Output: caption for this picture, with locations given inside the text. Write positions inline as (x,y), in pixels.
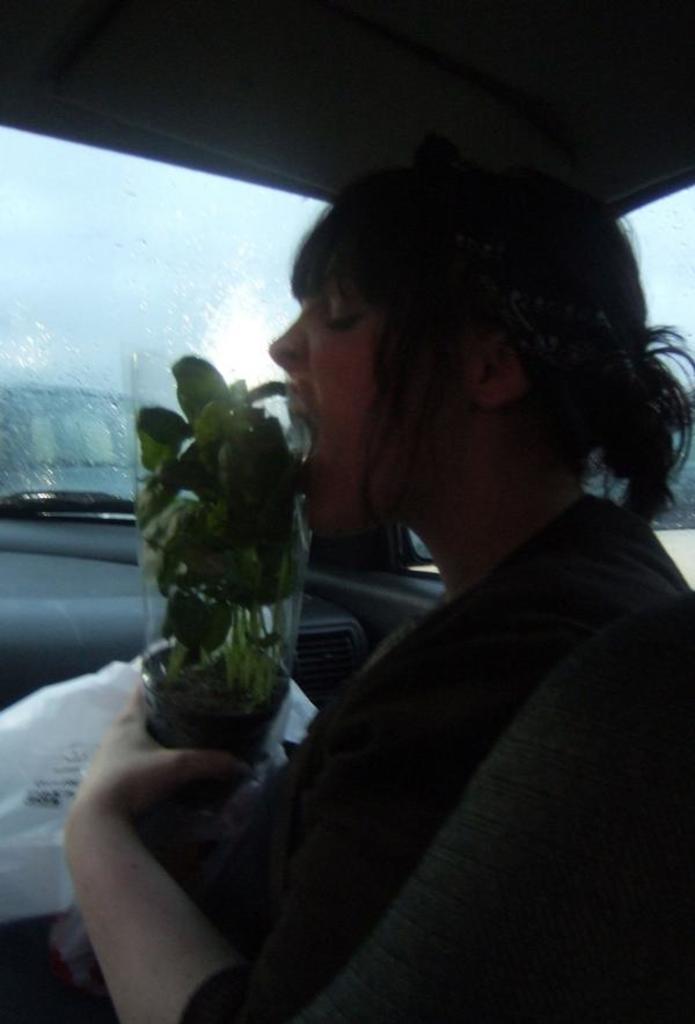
In this picture we can see a woman (364,782) holding a plant (235,660) with her hand (225,773) and a plastic cover (53,837) inside a vehicle (442,114). In the background (75,285) we can see the sky (49,290).
